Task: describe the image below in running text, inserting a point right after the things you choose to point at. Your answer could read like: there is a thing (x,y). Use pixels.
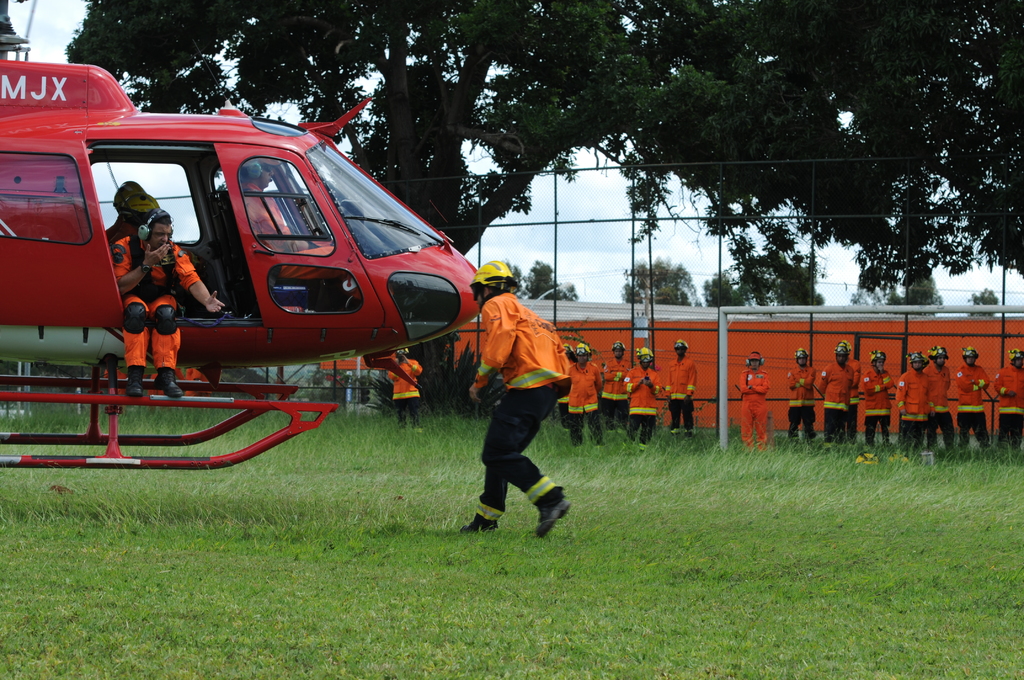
On the left side (298,211), there are persons (160,220) in a helicopter (393,280). In front of this helicopter (337,358), there is a person (510,346) in an orange color jacket (553,349), running on the ground (7,519) on which there is grass (571,678). In the background (975,415), there are persons (964,378) standing, there are trees (450,201), a fence (574,211), a pole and there are clouds (698,289) in the blue sky (551,212).
